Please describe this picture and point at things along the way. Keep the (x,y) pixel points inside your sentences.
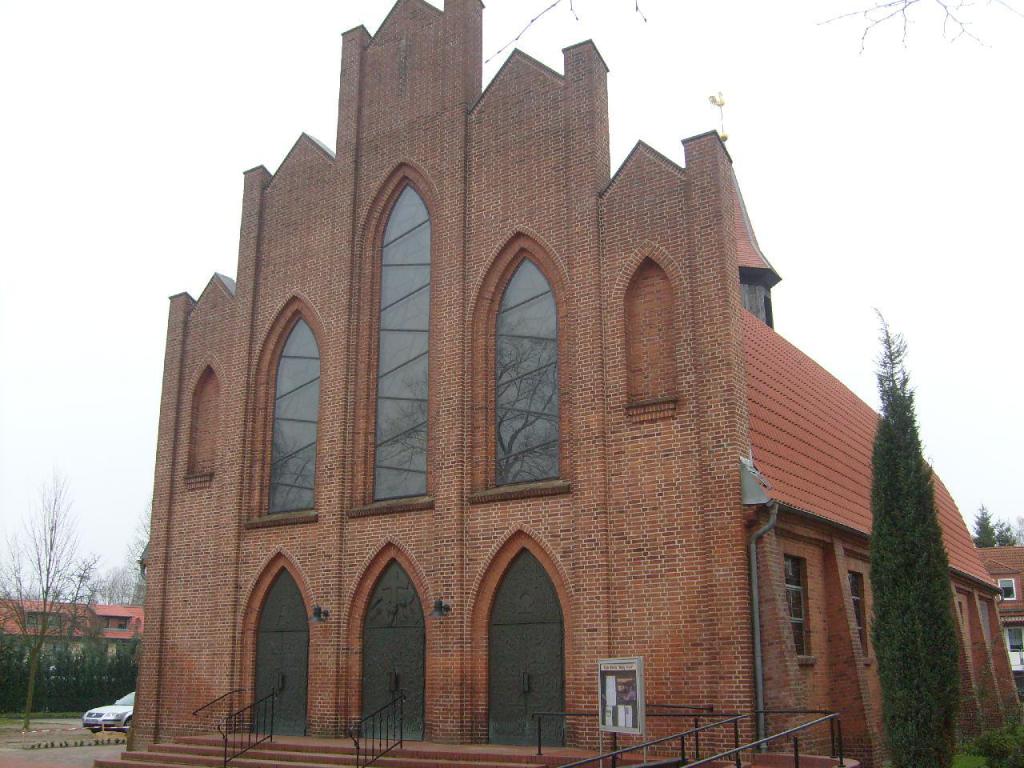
This image consists of a building (380,572). It has doors (272,675) and stairs (212,743) in the bottom (275,757). There are trees (917,568) on the right side (917,618) and left side (43,620). There are buildings (78,641) on the left side (55,624) and right side. There is sky (900,210) on the top (945,222). There is a car (121,707) in the left side (122,706) bottom corner. To this building (776,607) there are windows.
